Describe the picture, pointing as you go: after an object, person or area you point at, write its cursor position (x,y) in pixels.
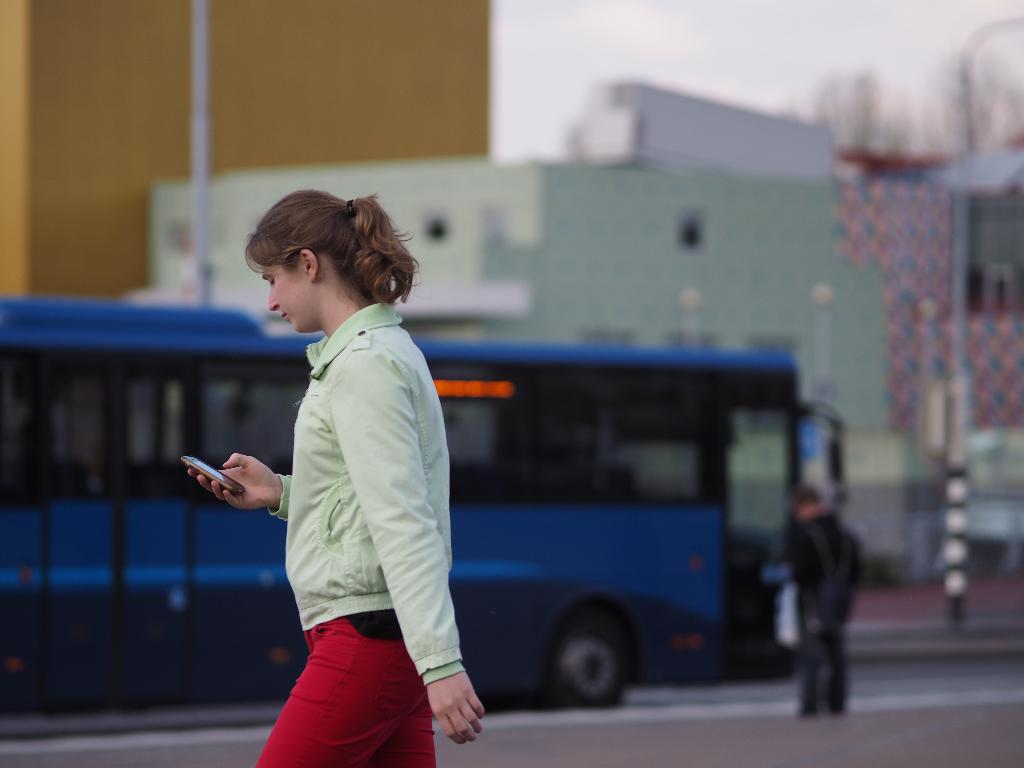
In this image I can see a person (294,732) walking and the person (335,396) is wearing green jacket (335,519), red pant (339,728) and holding a mobile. Background (263,526) I can see the other person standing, a vehicle (761,642) in blue color, few buildings (781,309) in green and yellow color and the sky (611,73) is in white color.
